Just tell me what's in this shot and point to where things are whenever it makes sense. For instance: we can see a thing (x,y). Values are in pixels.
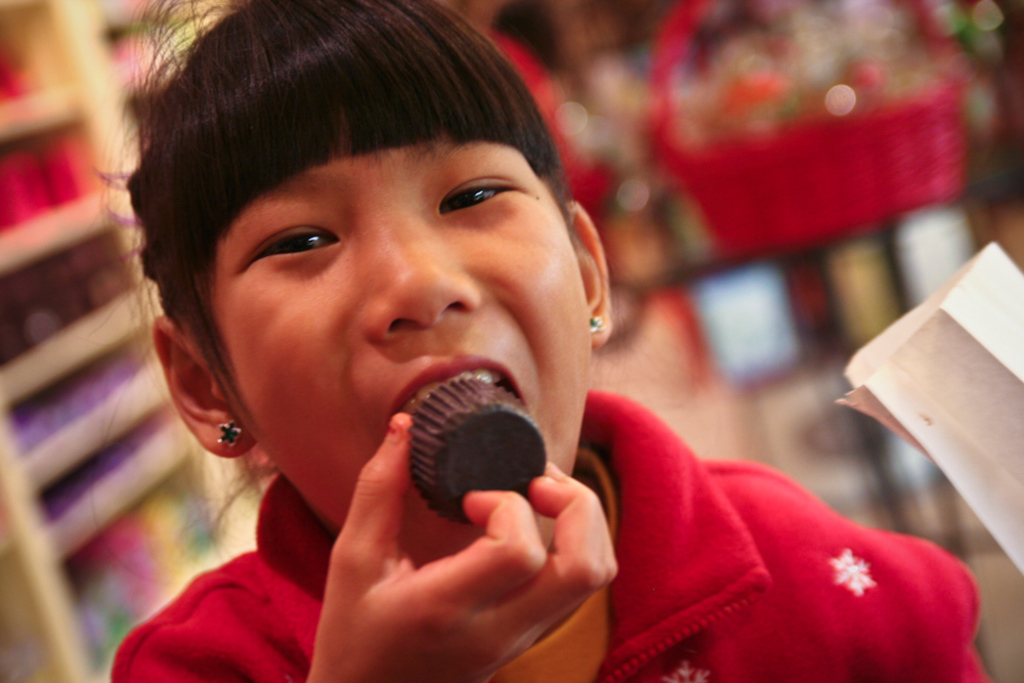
In this image we can see a person (582,437) eating a chocolate (476,464), on the right side of the image (896,422) we can see a paper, on the left side of the image (32,508) it looks like the cupboard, and the background is blurred.
